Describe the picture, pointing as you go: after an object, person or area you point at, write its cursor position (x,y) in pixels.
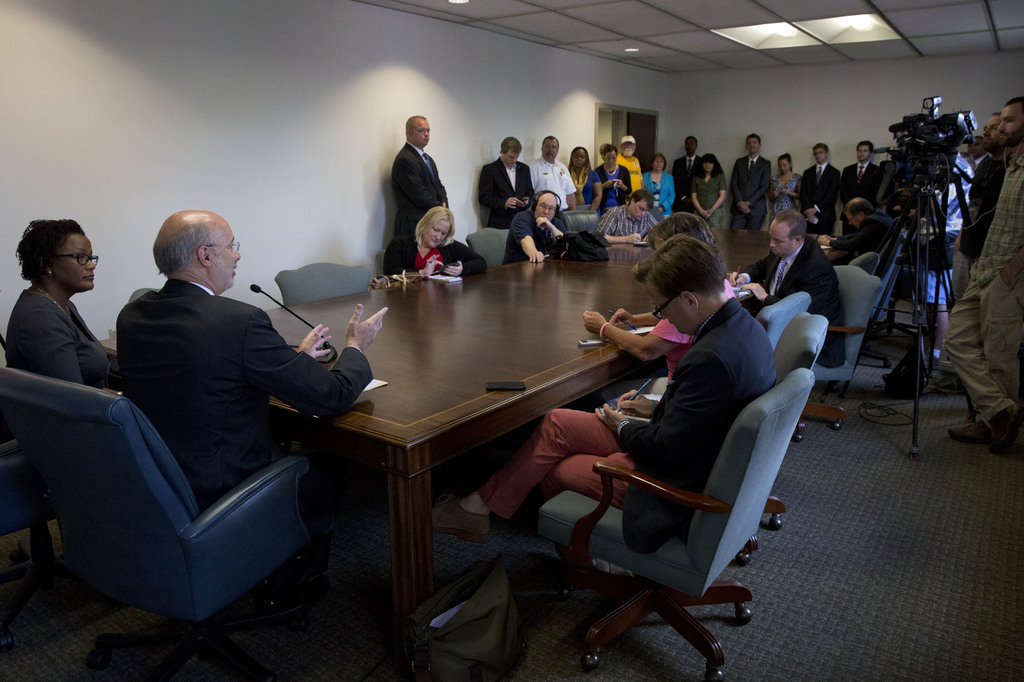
This picture shows a group of people (72,238) seated on the chairs (622,618) and a person (258,314) speaking with the help of a microphone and we see few people (825,146) standing and a person (976,314) standing and holding a camera (900,183).
